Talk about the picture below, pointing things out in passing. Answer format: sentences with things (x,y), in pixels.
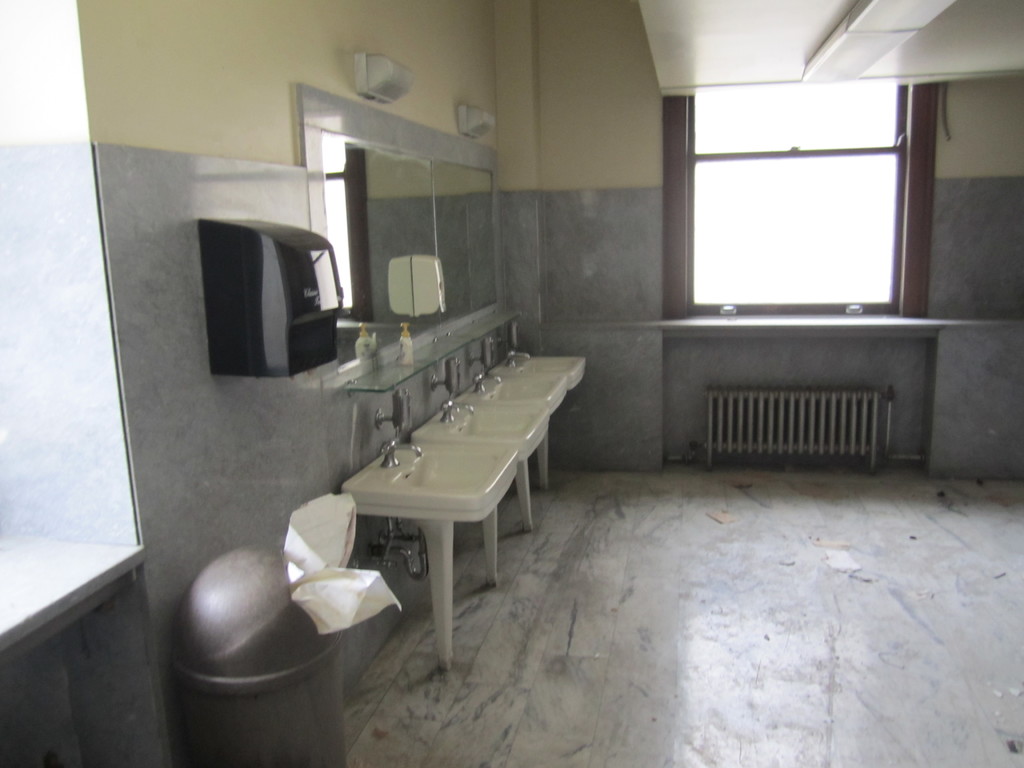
In the image there are wash basins (442,424), in front of the washbasins (467,497) there is a huge mirror (445,290) attached to the wall (221,541) and in the foreground (259,591) there is a trash bin (287,647) and in the background (682,295) there is a window (914,86).
